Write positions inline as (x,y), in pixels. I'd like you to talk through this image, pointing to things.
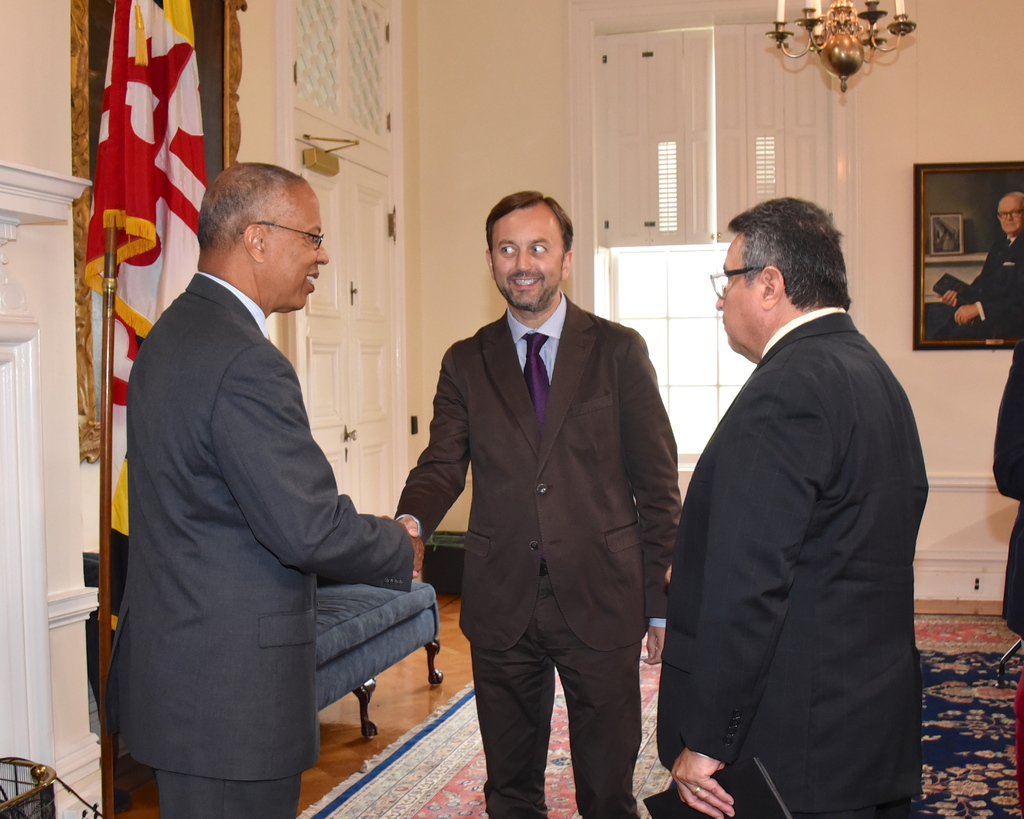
In this image I can see three person (602,462) wearing shirts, blazers (565,474) and pants (563,622) are standing and I can see two of them are shaking hands (414,572). In the background (499,127) I can see the cream colored wall (486,130), a flag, the door (342,325), windows (647,160), a photo frame (979,175) attached to the wall (1017,150) and a person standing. I can see the couch (353,611) which is blue in color.
